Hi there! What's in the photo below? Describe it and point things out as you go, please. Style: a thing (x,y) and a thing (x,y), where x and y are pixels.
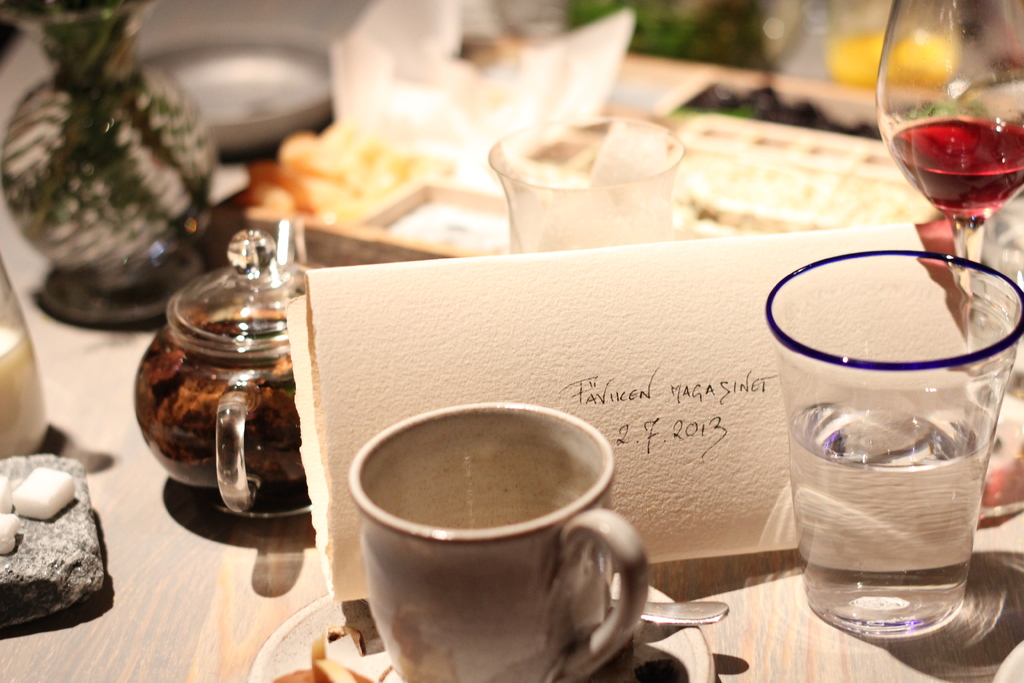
I can see in this image there are few cups (578,509) glasses (805,385) and other objects (315,244).
